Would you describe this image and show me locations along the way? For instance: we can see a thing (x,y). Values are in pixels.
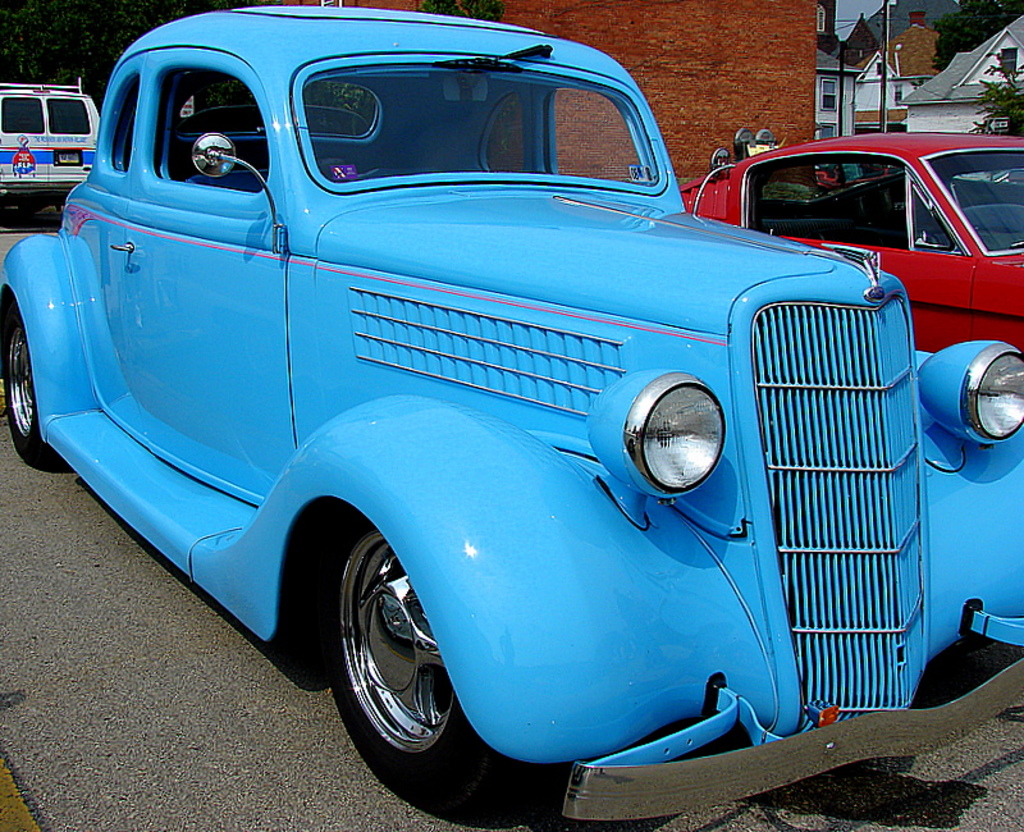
In this picture, there is a car (526,354) in the center (407,482) which is in blue in color. Beside it, there is another car (894,260) which is in red in color. At the top left (79,140), there is a truck (69,161) and trees (162,5). In the background (813,117), there are buildings (770,95) with bricks (730,42), roof tiles (907,62), windows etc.
